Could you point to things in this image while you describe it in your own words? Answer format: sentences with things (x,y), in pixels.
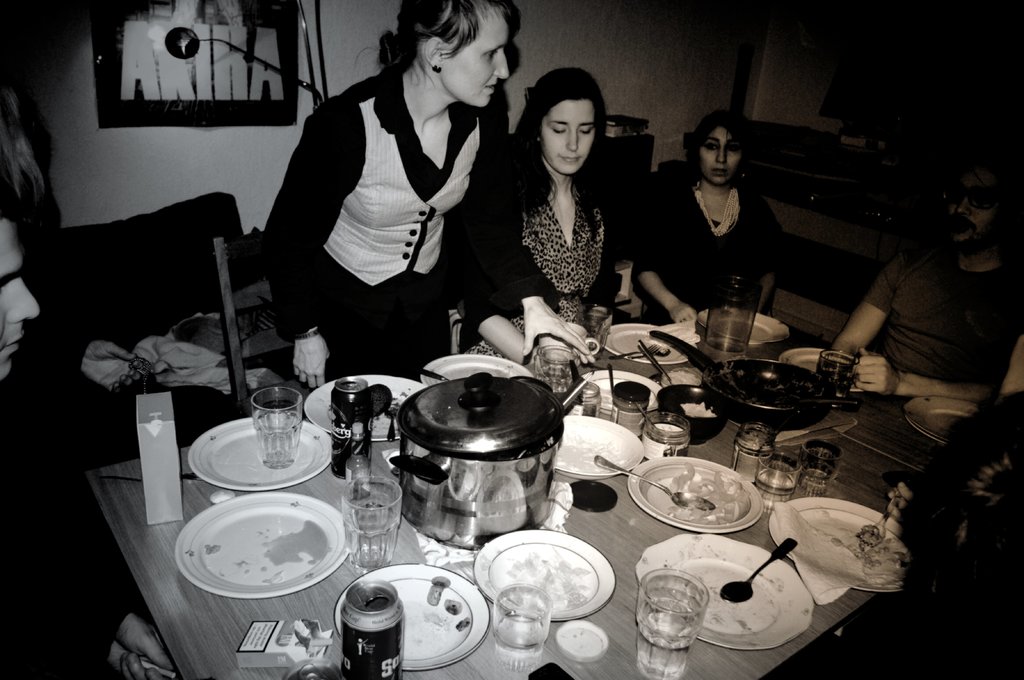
In this image I can see five persons (887,341) are sitting on the chairs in front of a table (722,654) on which I can see plates (705,557), bowls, vessels (519,489), glasses (375,553) and food items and one person (366,341) is standing on the floor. In the background (276,166) I can see a wall (298,123), wall painting (250,102) and so on. This image is taken may be in a hall (885,118).
